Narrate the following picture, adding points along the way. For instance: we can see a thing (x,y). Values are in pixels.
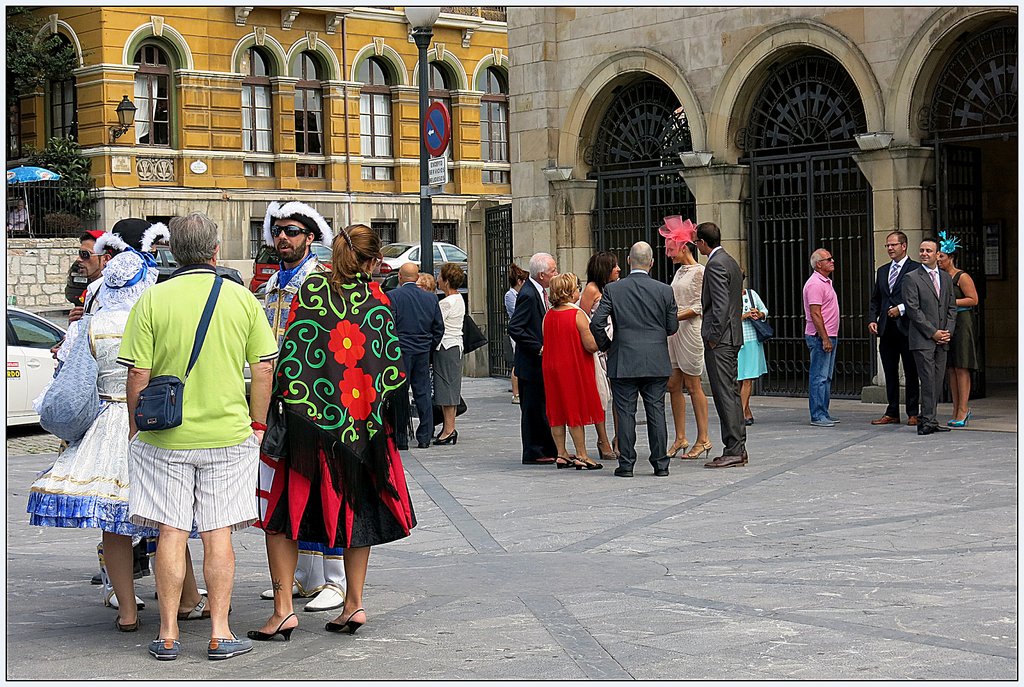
In the image we can see there are many people (198,294) around, they are standing wearing clothes (168,457) and some of them are wearing hats (281,218). This is a handbag (160,388) and there are vehicles (33,345). We can even see there are buildings (302,83) and these are the windows (264,107) of the building (262,111). There is a gate (776,208), light pole (416,26), tree (36,60) and footpath (560,549).
